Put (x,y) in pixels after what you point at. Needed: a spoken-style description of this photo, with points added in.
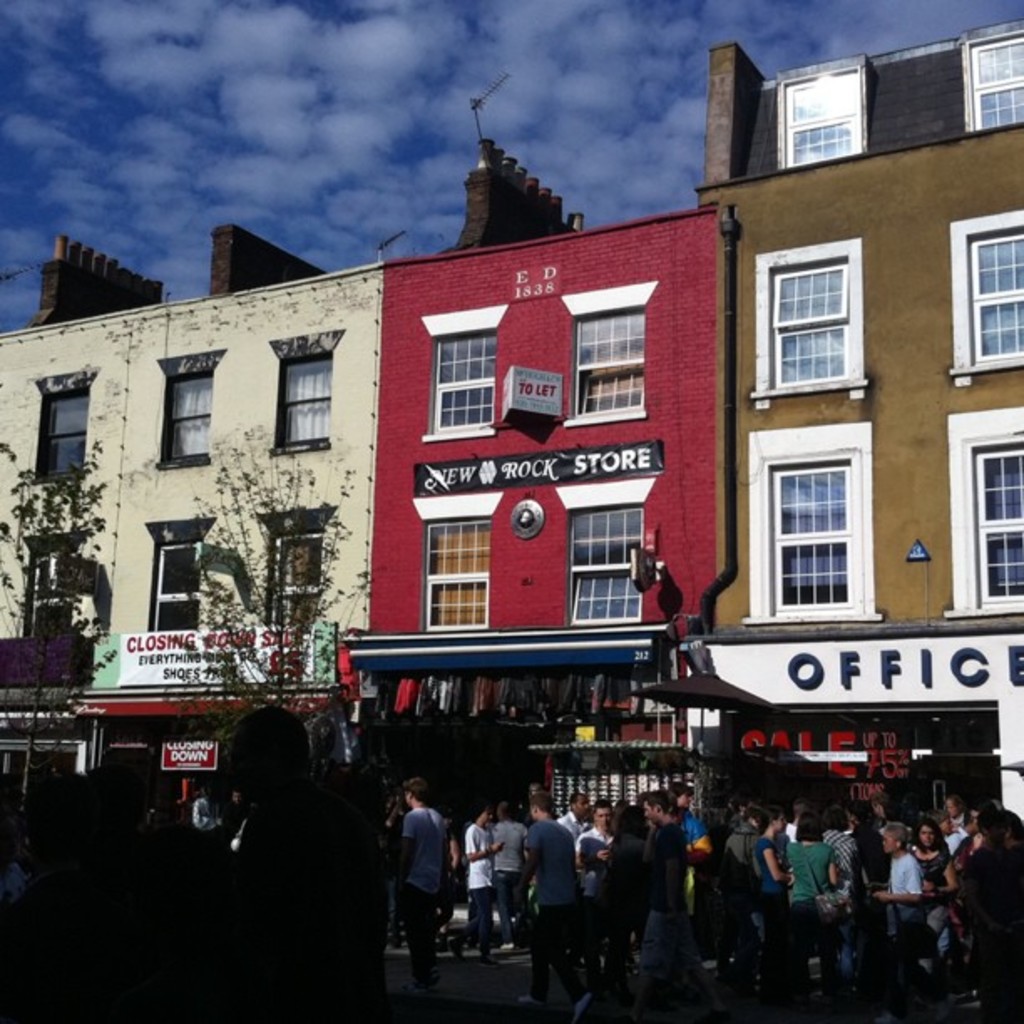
In this image there are a few people (493,866) walking on the streets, behind them there are trees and buildings (630,430), in front of the buildings (617,430) there are shops (407,720) with name boards (850,665) on it, at the top of the building (400,338) there are antennas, at the top of the image (448,196) there are clouds (162,144) in the sky (249,145).
